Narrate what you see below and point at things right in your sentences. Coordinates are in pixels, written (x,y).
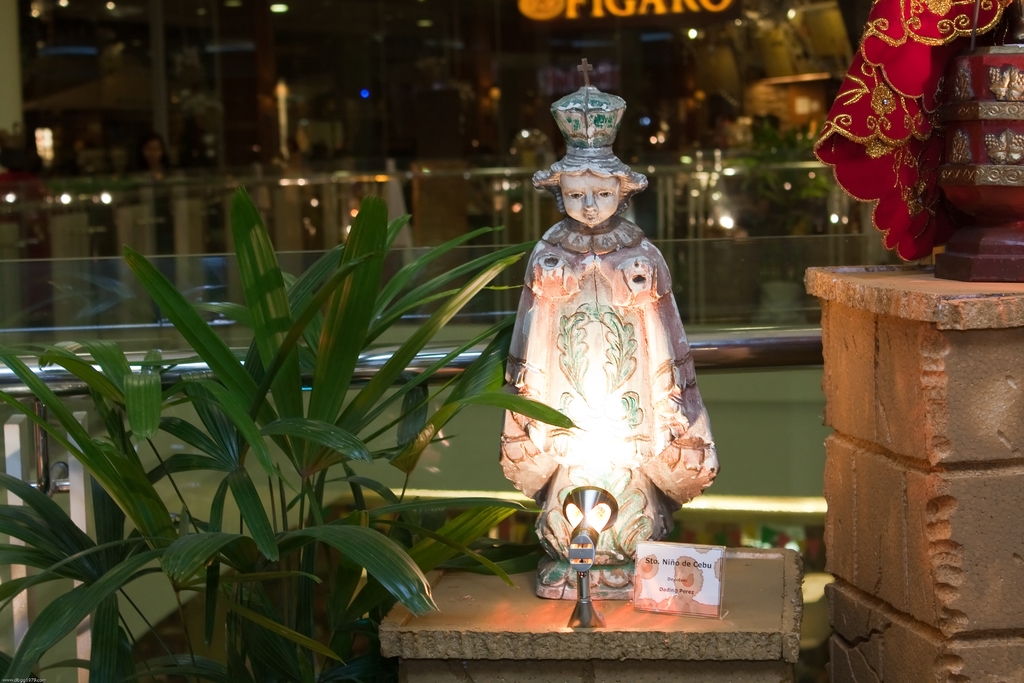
In this picture I can see a statue (558,495) on the table (569,635) and I can see a light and a small name plate (650,571) and I can see plants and a human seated and a board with some text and few lights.
